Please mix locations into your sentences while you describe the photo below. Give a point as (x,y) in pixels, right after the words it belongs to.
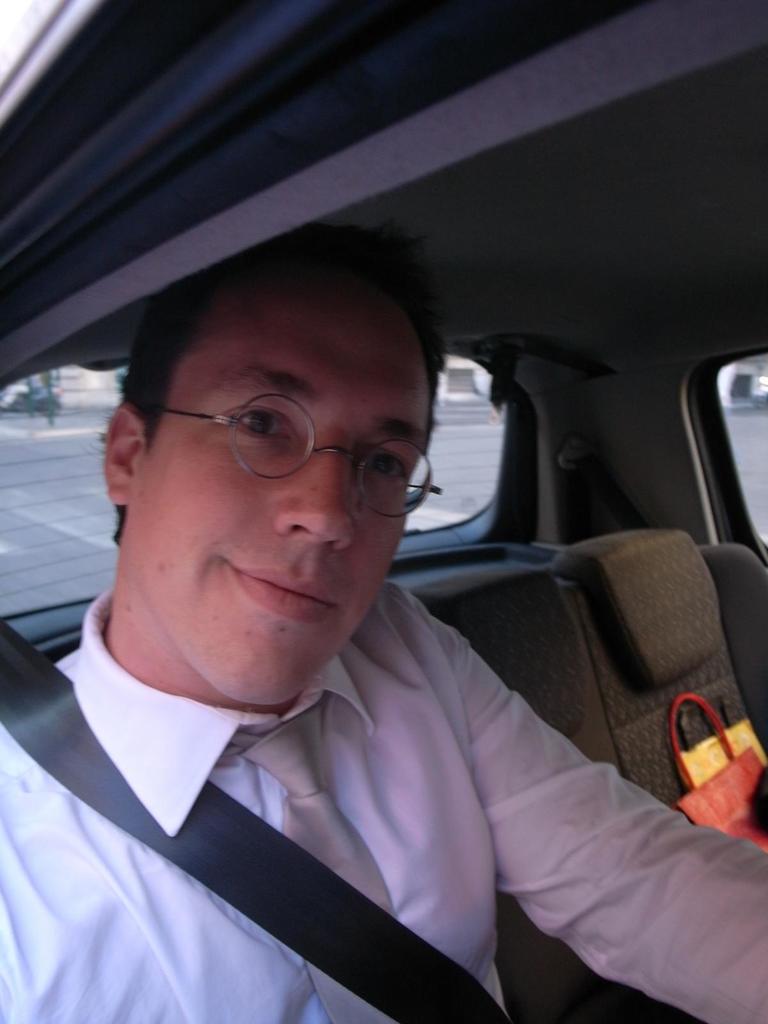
This picture is mainly highlighted with a man (417,748) wearing white colour shirt (640,829) and tie (341,831) and also a seat belt (338,906) sitting inside a car (575,562). Here we can see a carry bag (748,812). On the background (51,453) we can see road (72,463) through car glass window (481,450).
